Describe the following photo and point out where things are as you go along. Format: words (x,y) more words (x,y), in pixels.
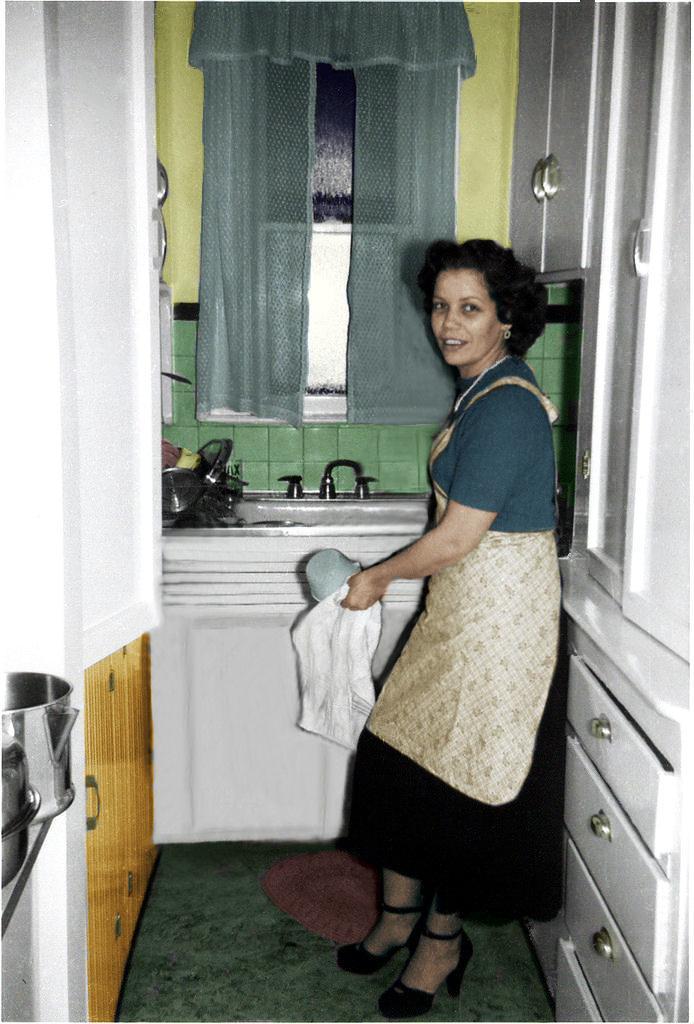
In the image we can see a woman (488,583) standing, wearing clothes (482,579), sandal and earring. The woman (535,334) is holding an object (357,660) in her hand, these are the containers (41,784), cupboards (128,768), window (340,330), curtains (302,195), floor (229,951), basin (322,515) and a water tap (299,483).
